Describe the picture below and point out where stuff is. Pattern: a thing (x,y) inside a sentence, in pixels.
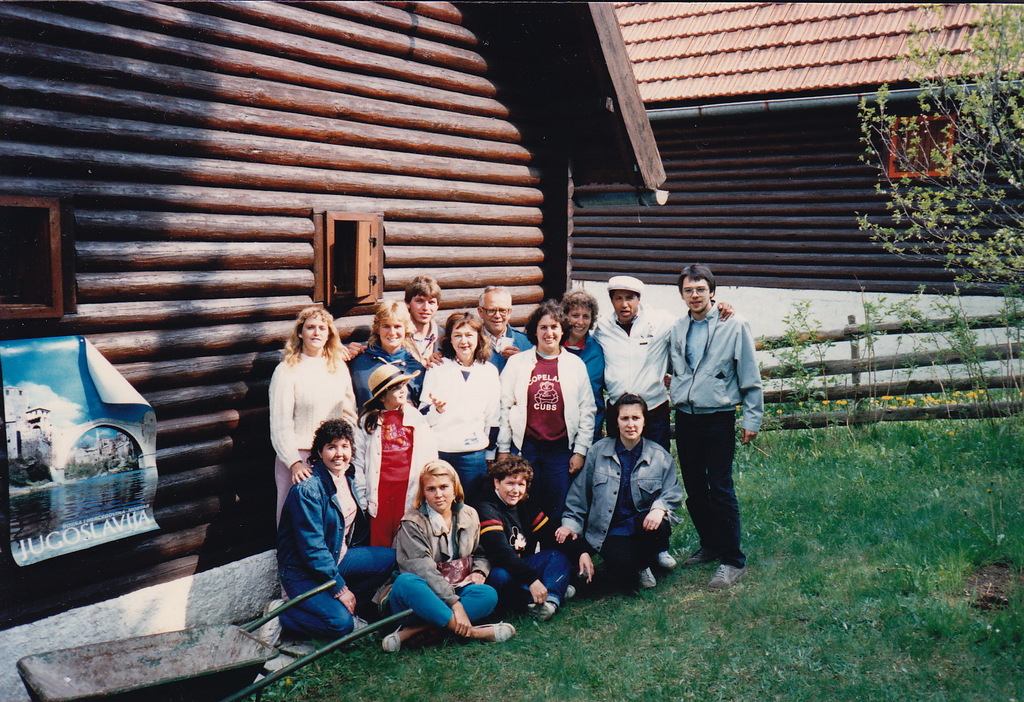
In this picture I can see a group of people (496,418) in the middle (604,453), in the bottom left hand side (231,634) it looks like a cart (167,644). On the left side (14,410) there is a poster (42,485), in the background (113,351) there are wooden houses (585,130). On the right side (923,381) I can see the wooden fence (867,389) and the trees (1007,82).
